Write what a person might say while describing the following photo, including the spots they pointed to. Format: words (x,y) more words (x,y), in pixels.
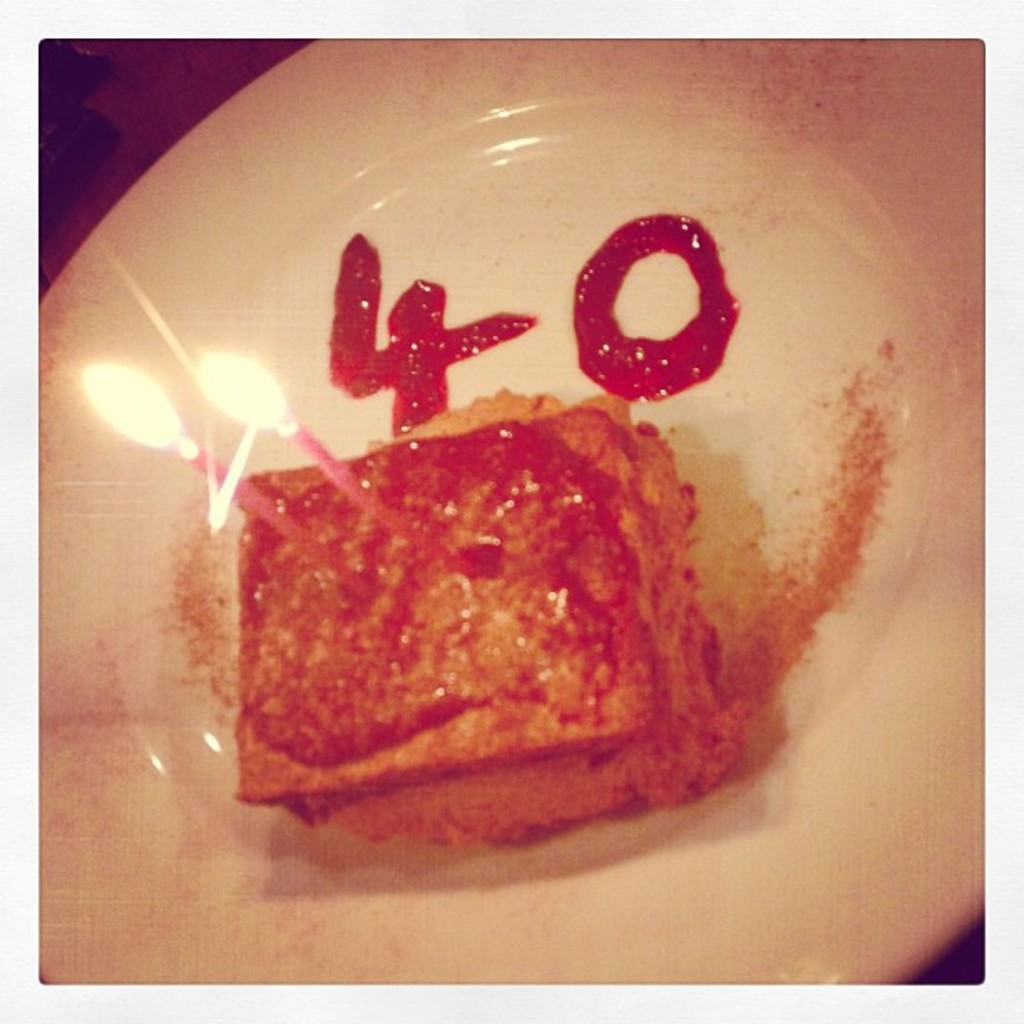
In this image there is a cake (335,494) with two candles (234,472) on it, and numbers four (370,312) and zero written with jam (353,317) on the plate (105,674).
